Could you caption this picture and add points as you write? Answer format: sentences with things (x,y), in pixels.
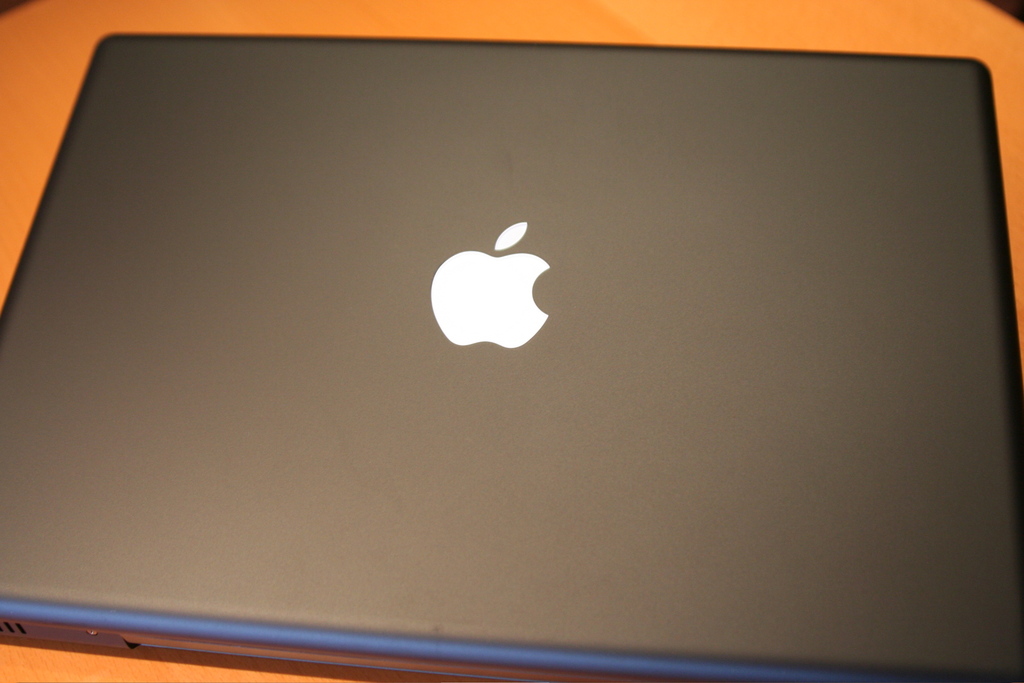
In this image, I can see a laptop (617,653), which is placed on an object (790,41). At the center of the image (463,303), I can see the logo of an apple (452,312) on a laptop (569,299).
